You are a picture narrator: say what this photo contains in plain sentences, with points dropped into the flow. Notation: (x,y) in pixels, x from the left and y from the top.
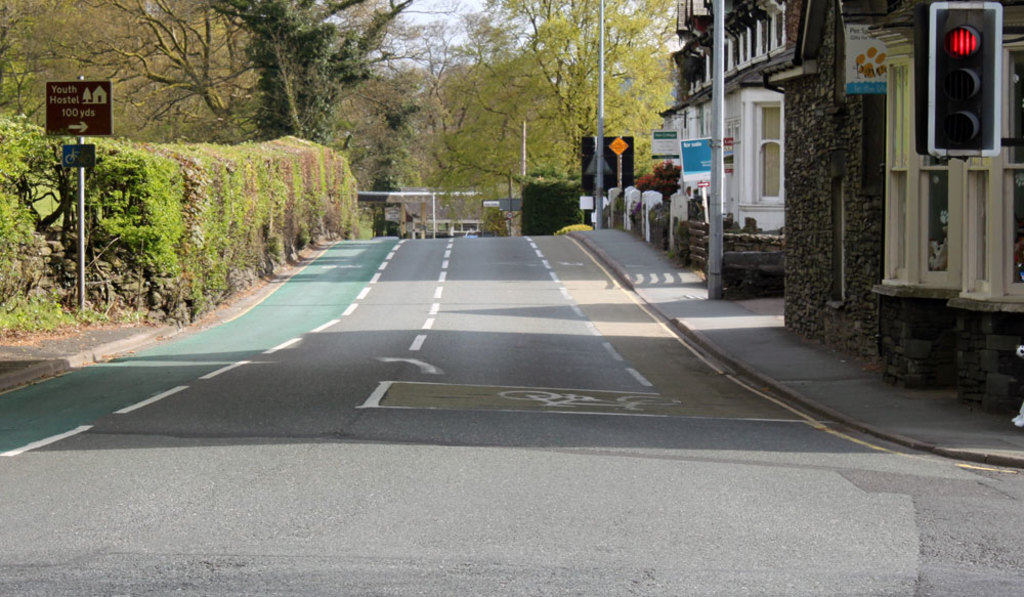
In this image I can see the road (559,352), background (632,105) I can see few trees (267,113) in green color, few boards (586,138) attached to the poles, buildings (831,155) in brown and cream color and I can also see the traffic signal (934,85) and the sky (418,5) is in white color.
